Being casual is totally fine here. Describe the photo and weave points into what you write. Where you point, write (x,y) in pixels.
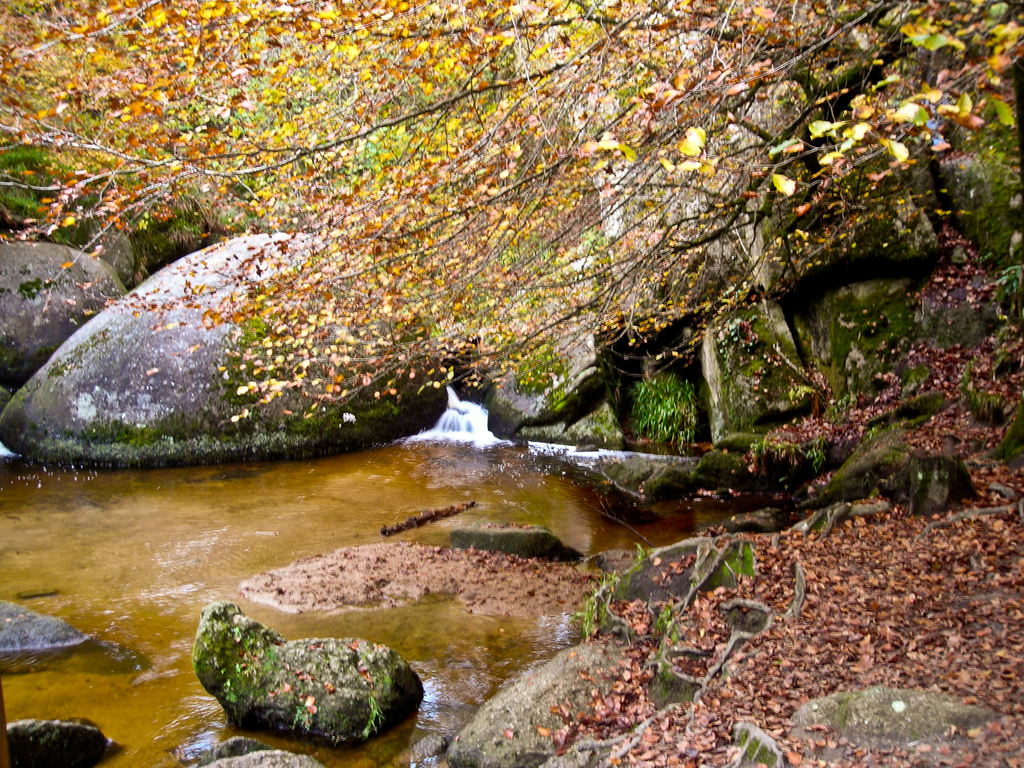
In this picture we can see a water (199,489) and aside to this water (410,487) they are big rocks (62,302) and on right side (857,485) we can see leaves (843,553) fallen on the rocks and above this we can see a tree (540,85).
